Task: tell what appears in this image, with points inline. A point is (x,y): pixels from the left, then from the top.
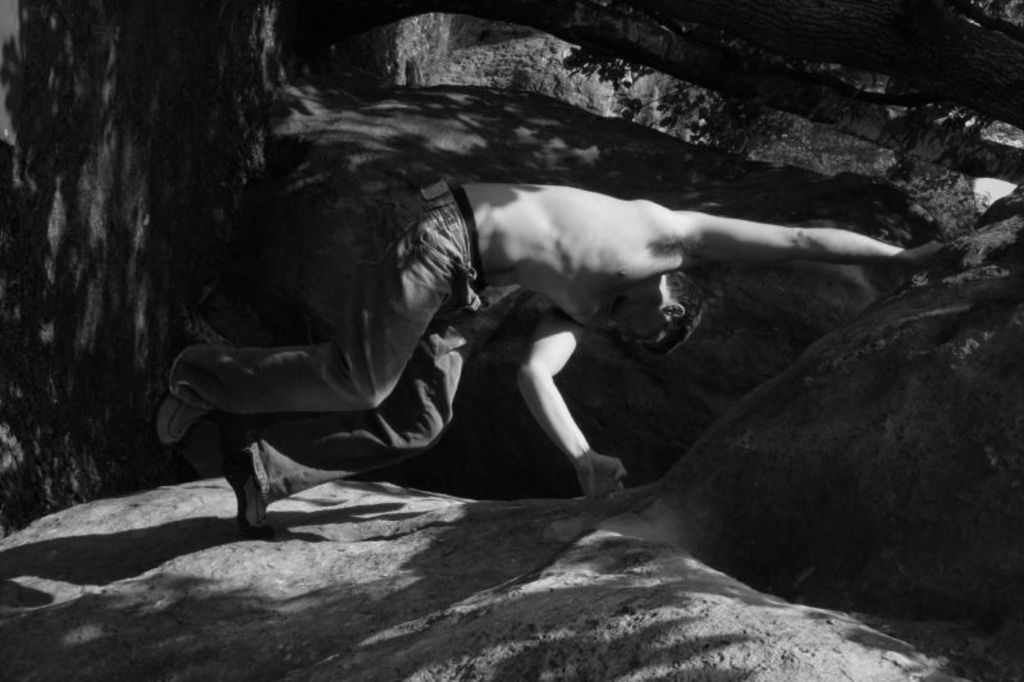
It is a black and white image of man (522,251), he is performing some stunt on the huge rock (551,520) and he is shirtless and wearing a trouser (356,417) and shoes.
